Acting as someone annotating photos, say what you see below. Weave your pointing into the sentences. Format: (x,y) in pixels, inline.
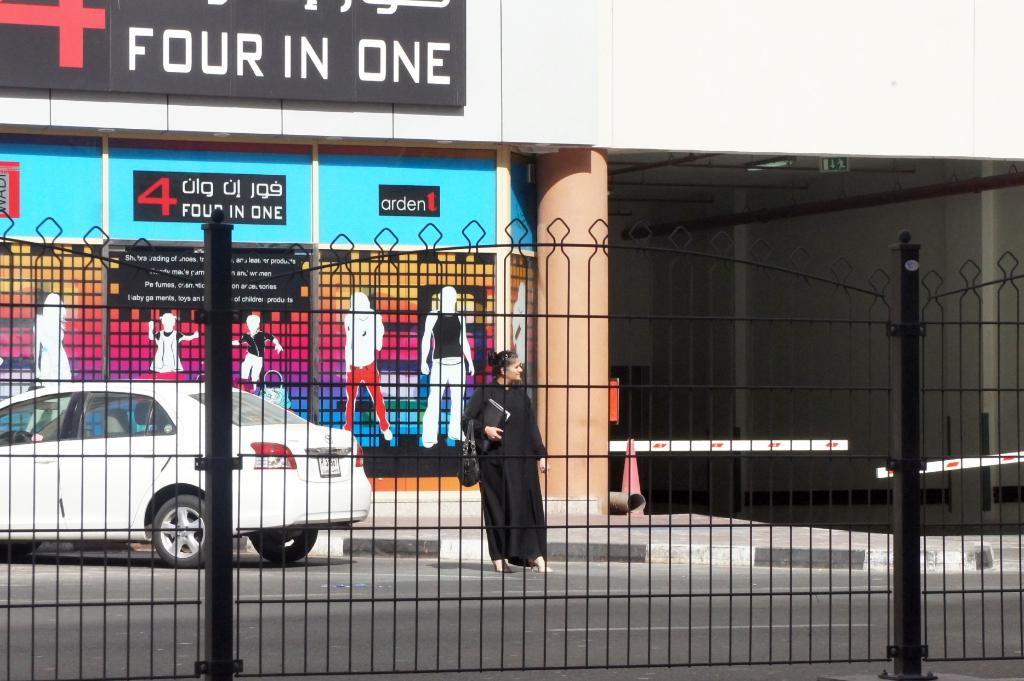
In this image I can see number of iron bars (916,350) in the front (666,589) and behind it I can see a road (472,638). On the road (189,571) I can see a white colour car (342,439) and beside it I can see a woman (480,440) is standing. I can see she is wearing black colour dress (521,429) and she is carrying a bag (463,481). In the background (295,225) I can see a building (790,195), a traffic cone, a red colour box (617,381) and on the left side of this image (243,311) I can see number of boards (339,170). On these boards (193,221) I can see something is written.
